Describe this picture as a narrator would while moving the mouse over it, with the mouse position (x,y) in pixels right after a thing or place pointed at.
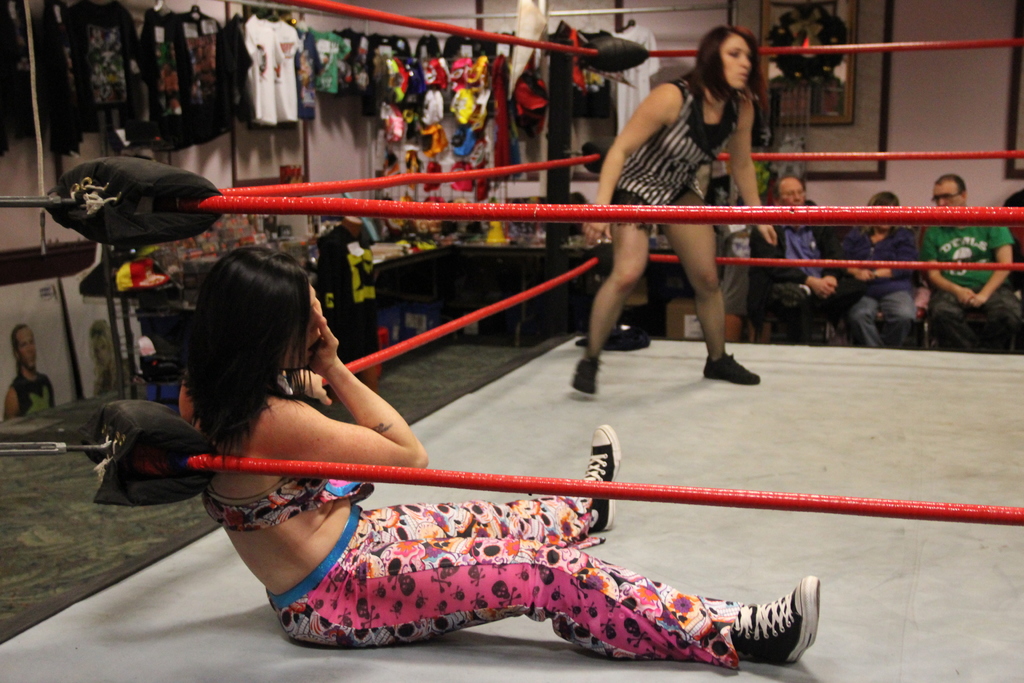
In this image there are two people (297,481) in a boxing ring (554,417). Behind them there are clothes (325,87) and a few other objects (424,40) on the hangers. There are some objects (535,202) on the table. There are people (762,248) sitting on the chairs (759,300). There are photo frames (804,118) on the wall (959,122).
